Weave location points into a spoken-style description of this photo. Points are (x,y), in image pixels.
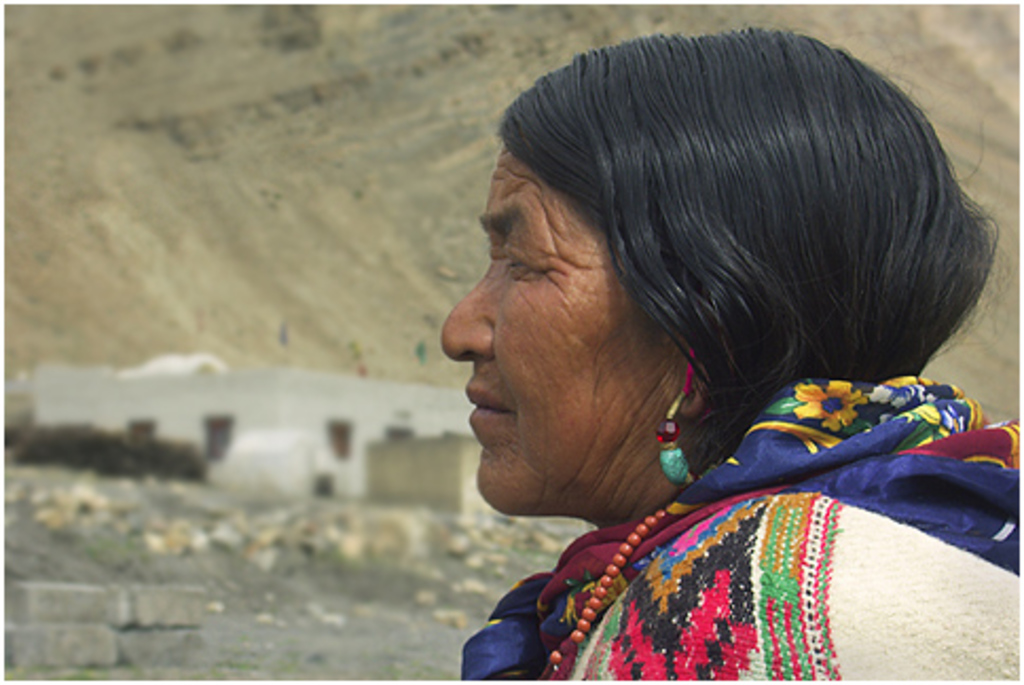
In this image, I can see the woman (642,616). In the background (345,515), It looks like a building (285,415), hill (376,267) and the rocks (241,517).
